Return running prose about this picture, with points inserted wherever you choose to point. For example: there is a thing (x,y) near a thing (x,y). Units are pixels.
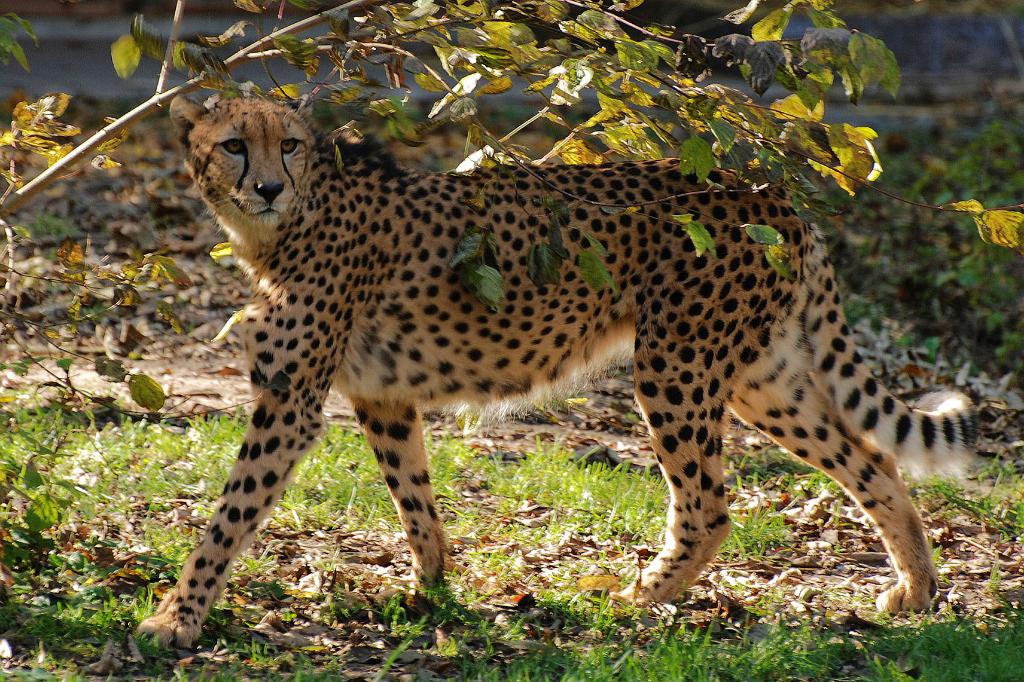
In this picture we can observe a cheetah (334,245) on the land (337,565). We can observe some grass (330,487) on the ground (542,605). There are some dried leaves (541,511). We can observe a small tree (50,135) here.
